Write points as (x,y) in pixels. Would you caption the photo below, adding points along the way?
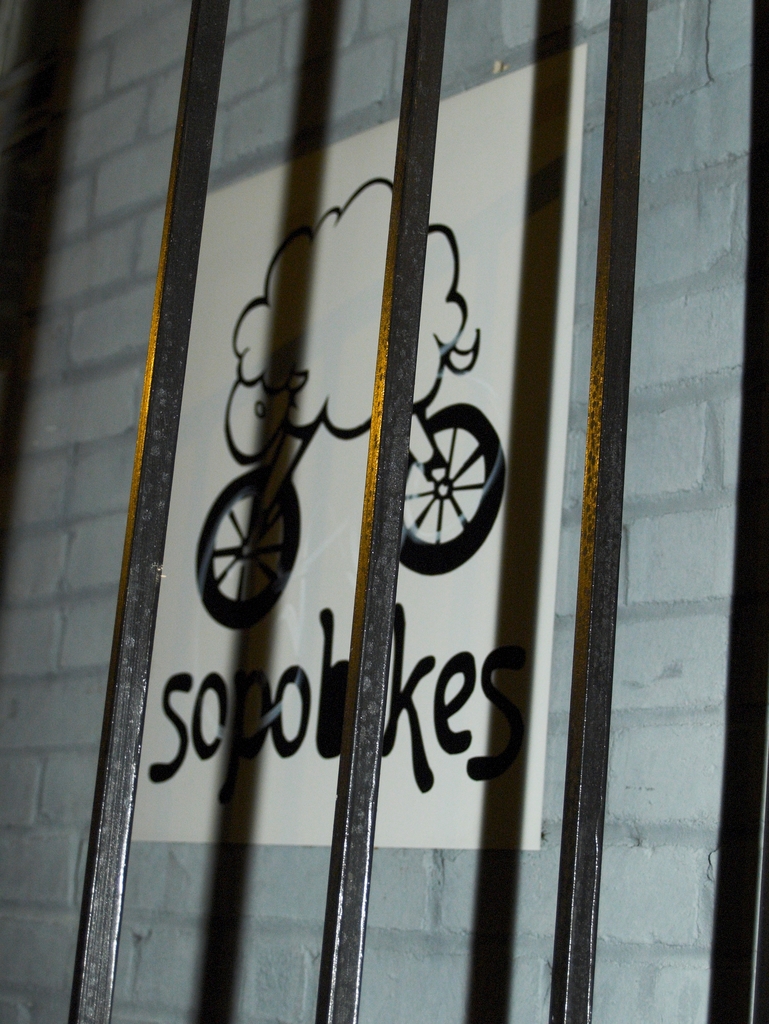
In the middle of the image (382,526) there are three metal rods (601,430). In the background (313,713) there is a poster (319,680) with a text (449,707) on the wall (653,295).
